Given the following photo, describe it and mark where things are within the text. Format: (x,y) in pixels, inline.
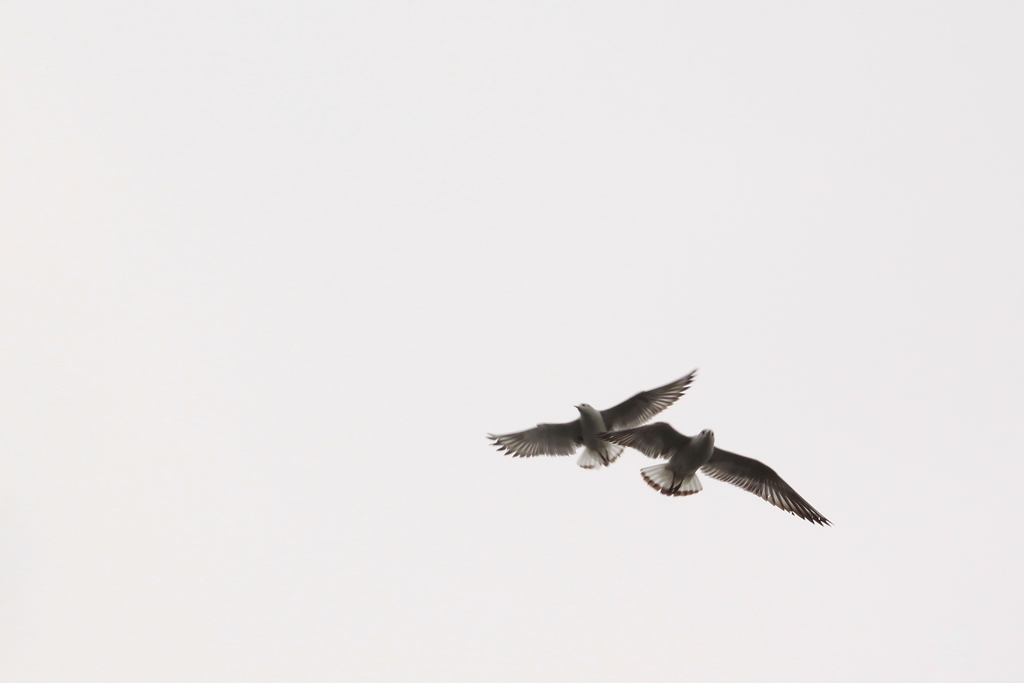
In this image we can see two birds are flying and there is a white background (694,587).
